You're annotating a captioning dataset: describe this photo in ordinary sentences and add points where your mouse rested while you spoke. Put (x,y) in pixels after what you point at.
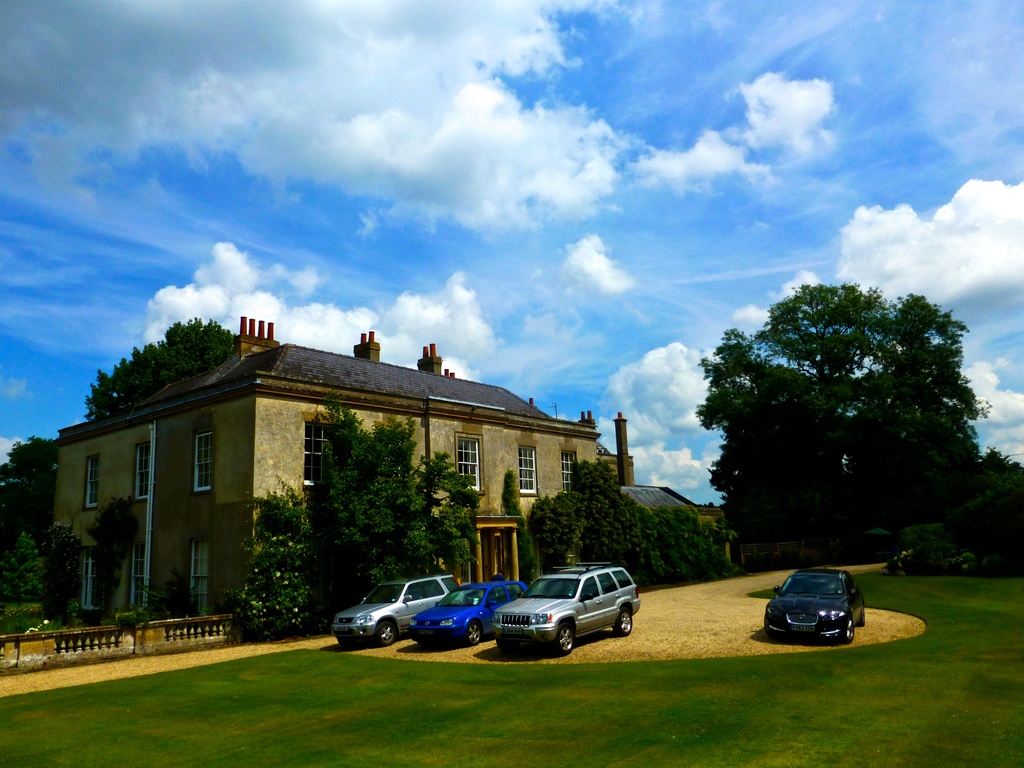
In this image in the center (487,486) there is one house (260,435) and there are some cars (439,631), at the bottom (412,700) there is grass (918,666) and in the background (638,520) there are some trees (33,501). On the left side (98,647) there is a fence (207,632), on the top of the image (366,193) there is sky (790,161).
